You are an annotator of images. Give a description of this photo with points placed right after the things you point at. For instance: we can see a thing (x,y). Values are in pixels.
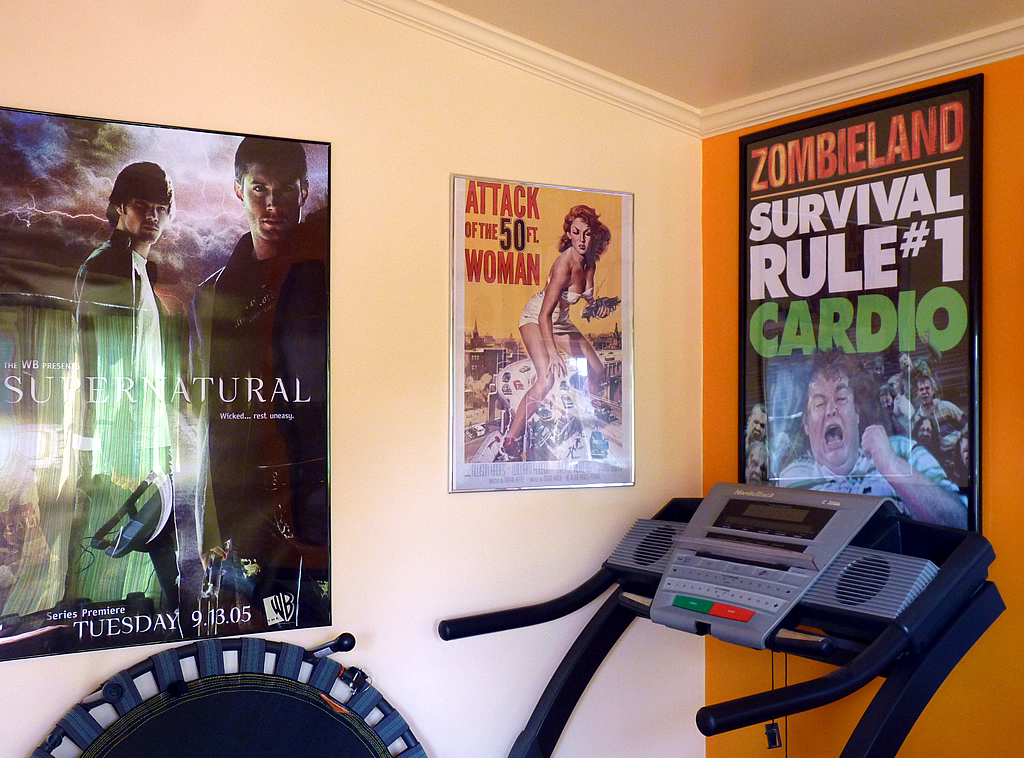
In this picture I can see there are few posters (497,235) pasted on the wall (187,88) and there is a treadmill (762,613), with few buttons (728,565).
